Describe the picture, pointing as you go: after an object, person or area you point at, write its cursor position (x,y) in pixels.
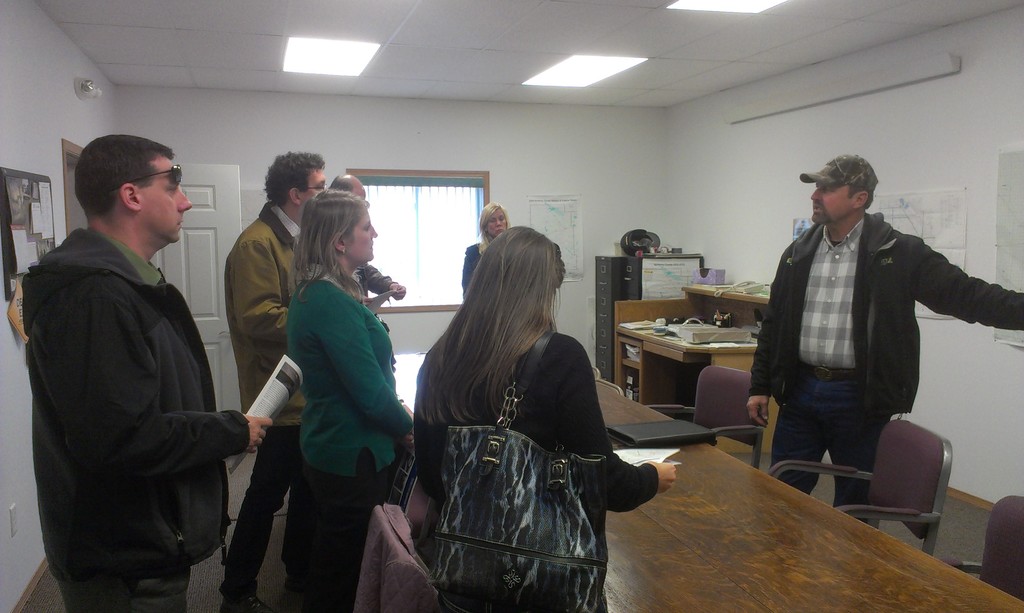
There are a group of people (861,161) in a room (851,145) who are around the table (665,518) and among them there is guy (765,379) who is standing opposite to them wearing a hat (847,171).
